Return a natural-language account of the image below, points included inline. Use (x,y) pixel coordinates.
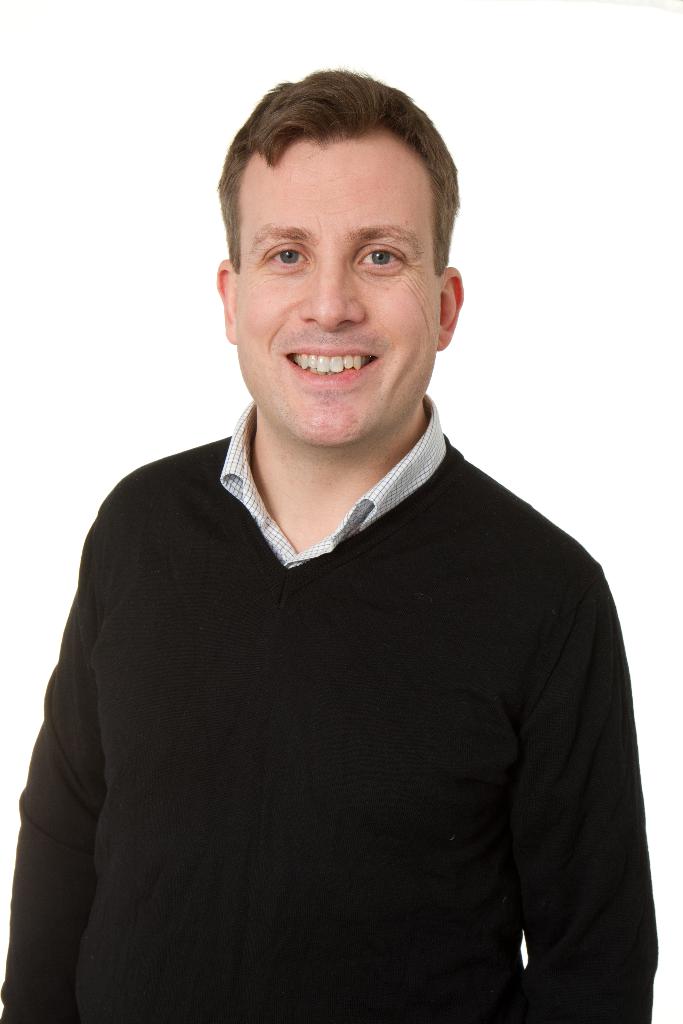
In the center of this picture (375,549) we can see a person (422,403) wearing black color dress (319,603), smiling and seems to be standing. The background of the image (104,13) is white in color.
